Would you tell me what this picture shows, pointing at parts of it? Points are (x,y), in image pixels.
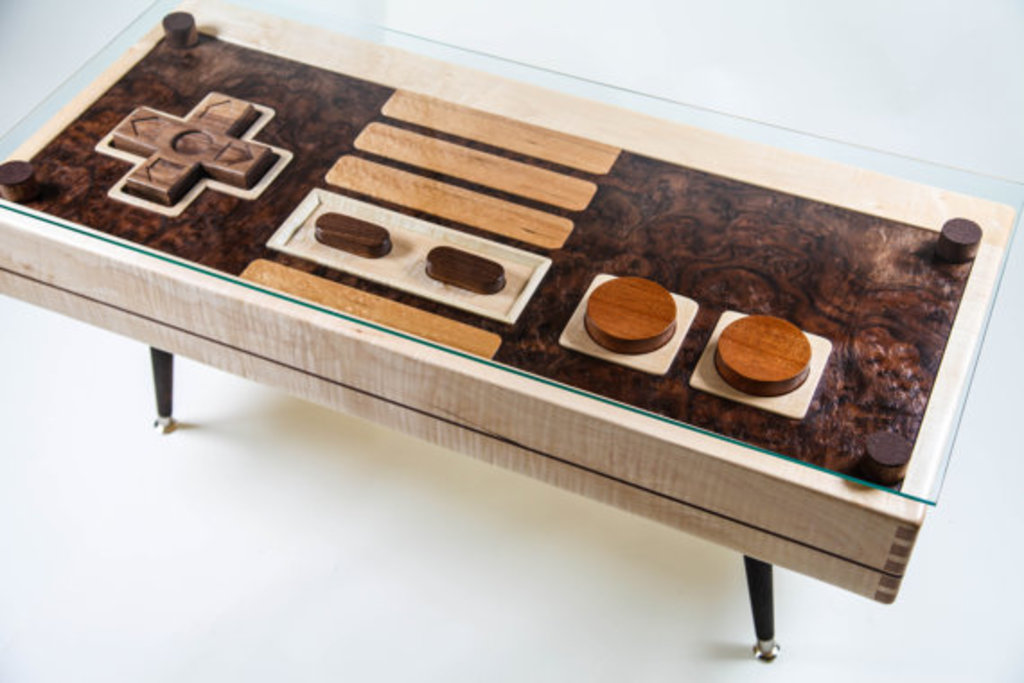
In this image we can see a table (485,259) which is placed on the surface (293,548).
